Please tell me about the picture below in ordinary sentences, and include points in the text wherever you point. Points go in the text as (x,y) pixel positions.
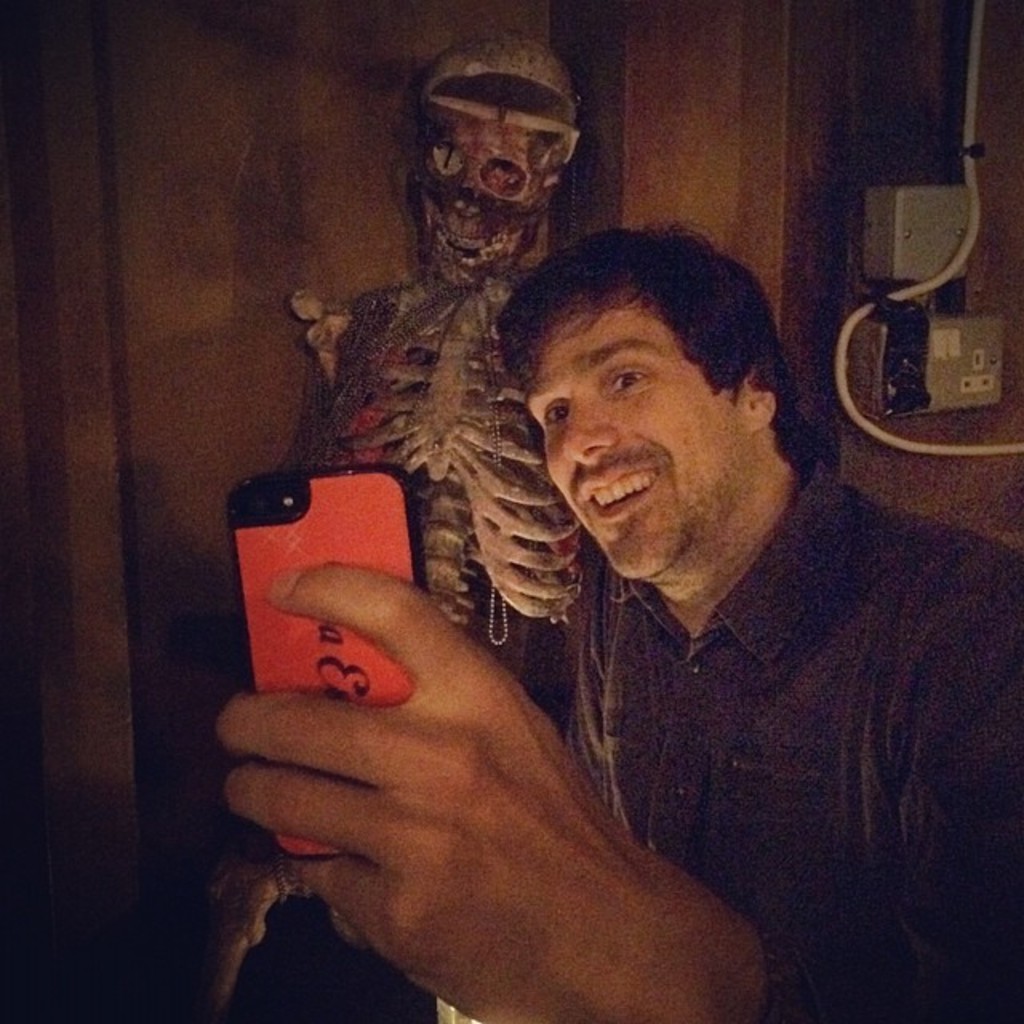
In this image there is a person (459,971) standing and holding a mobile (366,480), and in the background (350,434) there is a skeleton (317,409) and power boxes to the wall (681,114).
